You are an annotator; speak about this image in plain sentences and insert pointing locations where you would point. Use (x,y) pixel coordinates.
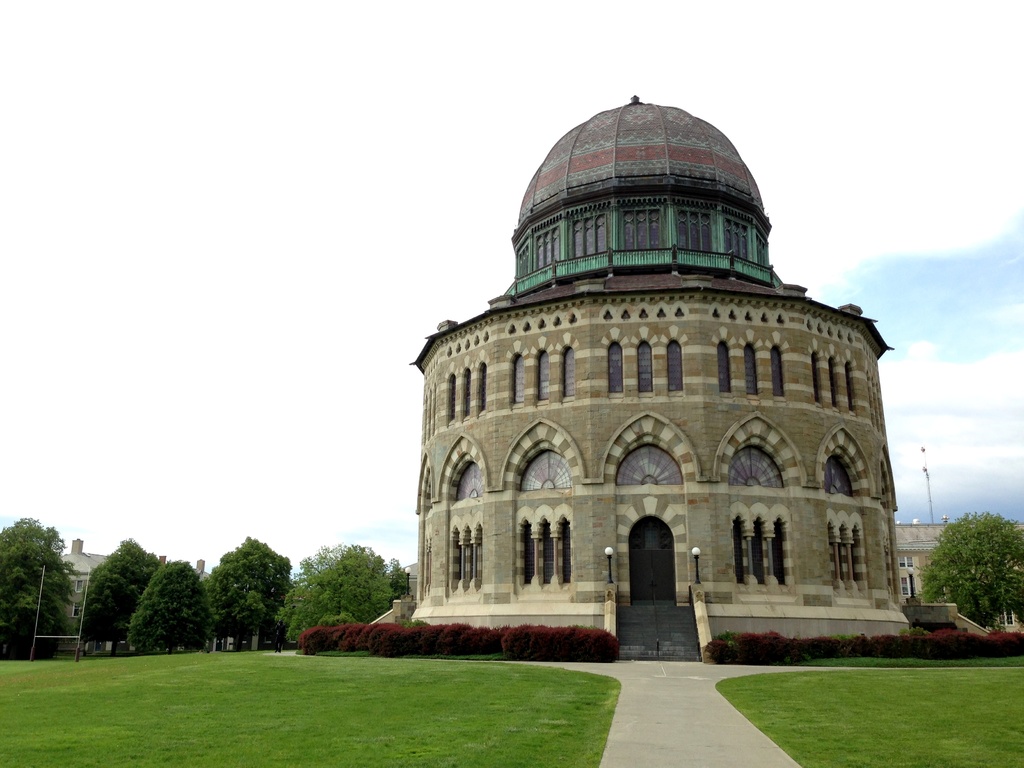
At the bottom (182,665) there is grass lawn (428,702) on the ground (698,708). Also there is a road (623,686). And there is a building (524,341) with arches (566,344), windows (664,542), steps (662,621) and light poles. In front of the building (459,620) there are bushes (730,655). In the back (240,565) there are trees (232,588) and there is sky (224,156) with clouds (167,290).
